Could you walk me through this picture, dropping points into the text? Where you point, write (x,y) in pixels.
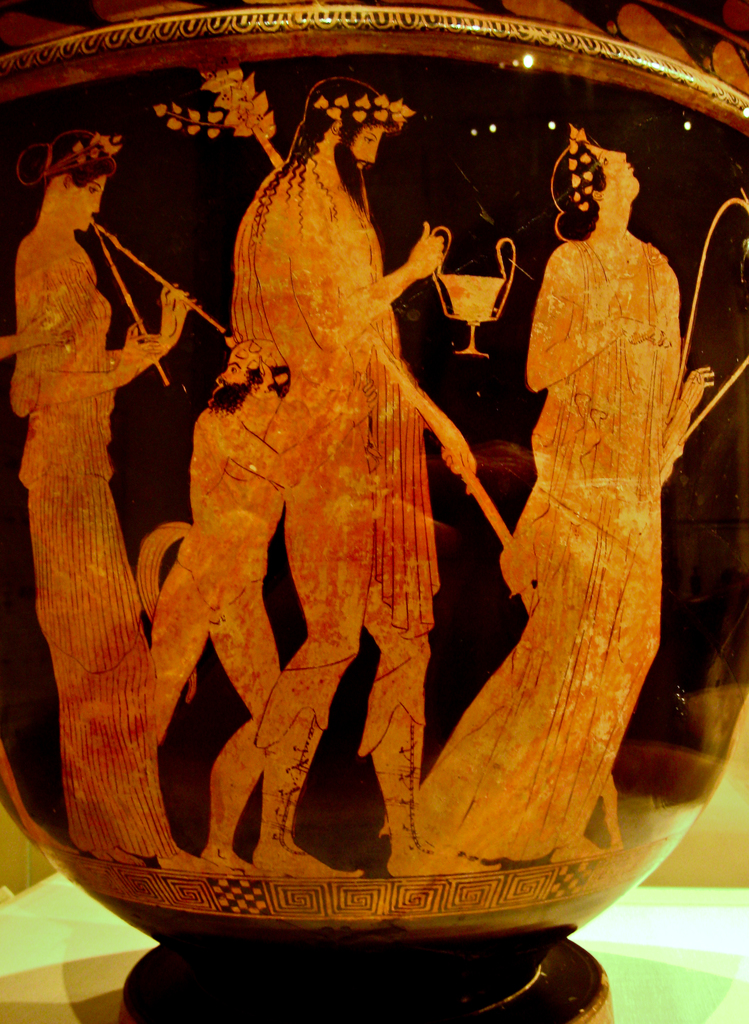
In the picture I can see an object (450,495). On the object (447,513) I can see art designs (453,431) of people (386,661).
